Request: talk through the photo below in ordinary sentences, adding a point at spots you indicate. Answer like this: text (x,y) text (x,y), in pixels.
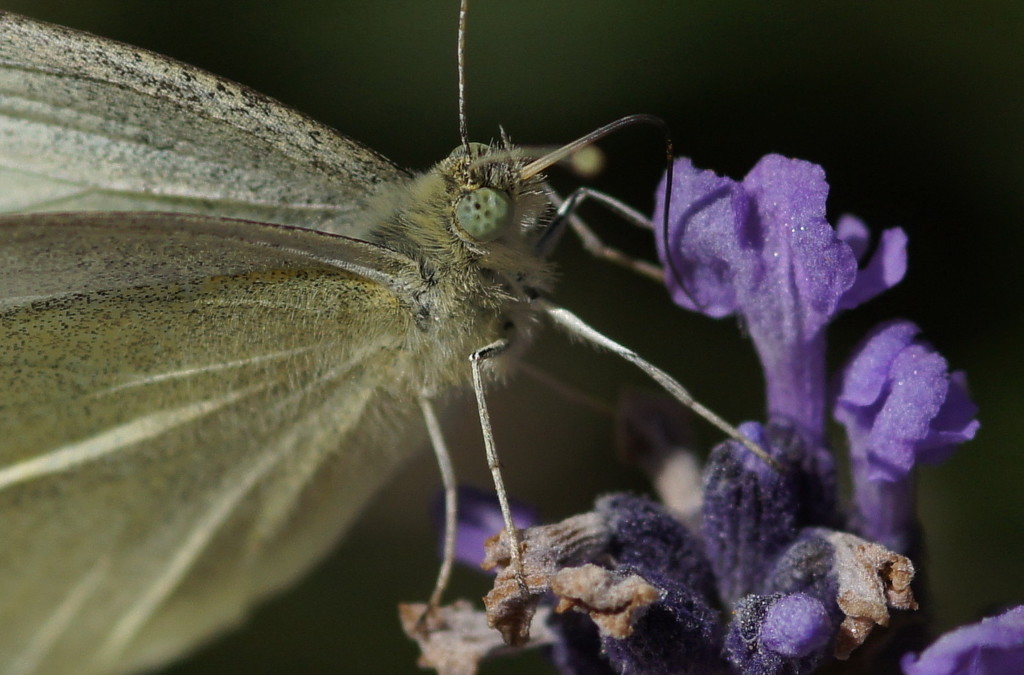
In the image I can see an insect (505,275) and flower (701,303).
